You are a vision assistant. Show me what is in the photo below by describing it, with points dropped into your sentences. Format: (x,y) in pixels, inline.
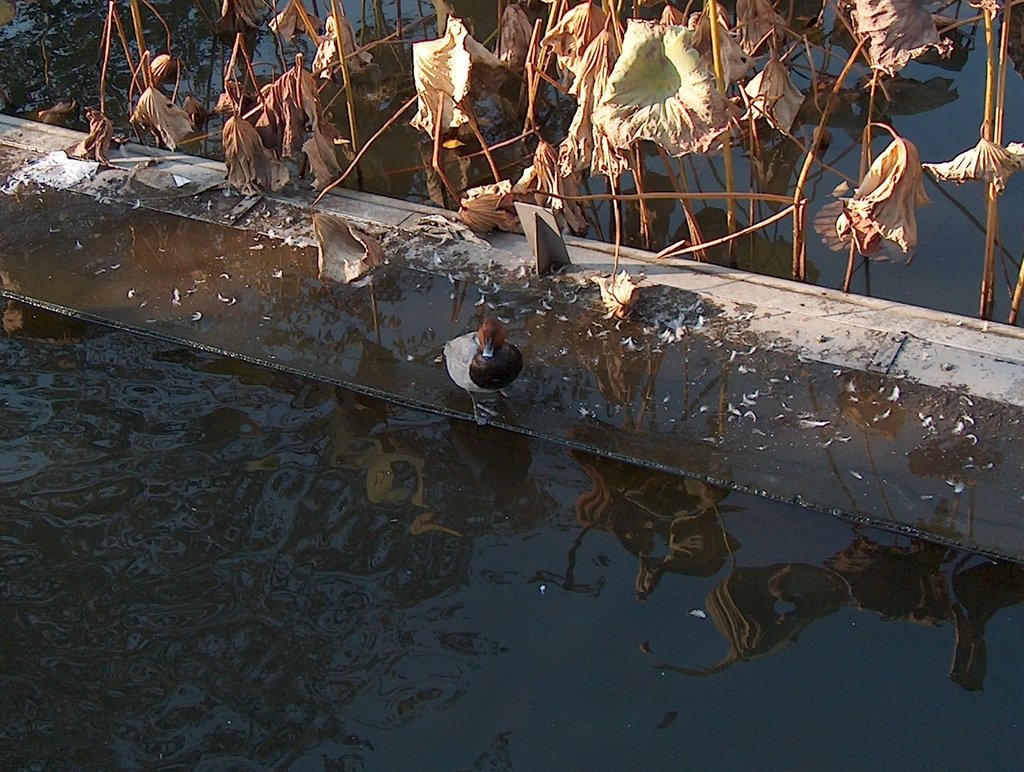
There is water (278,557). There is a bridge (365,312) on the water (350,592). On that there is a duck (499,375). Near to the bridge (242,244) there are some plants (574,143).
